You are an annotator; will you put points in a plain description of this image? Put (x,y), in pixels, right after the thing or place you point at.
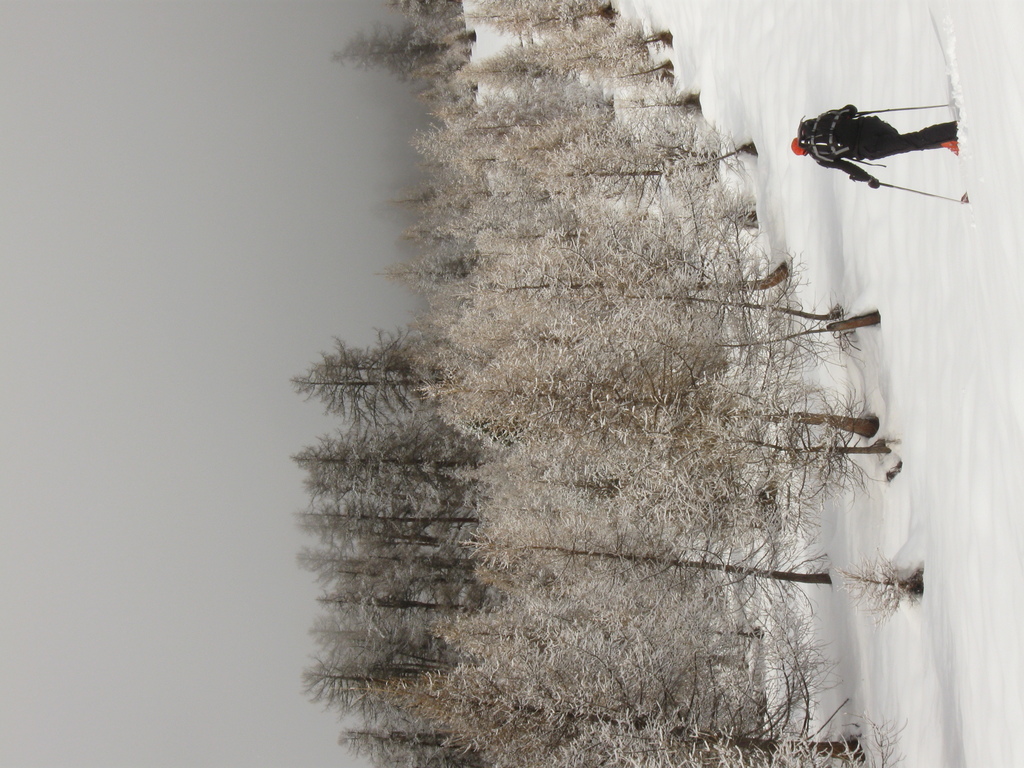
In this picture I can see trees (475,469) and a human (845,167) skiing in the snow (768,250) and I can see a cloudy sky (127,440).
